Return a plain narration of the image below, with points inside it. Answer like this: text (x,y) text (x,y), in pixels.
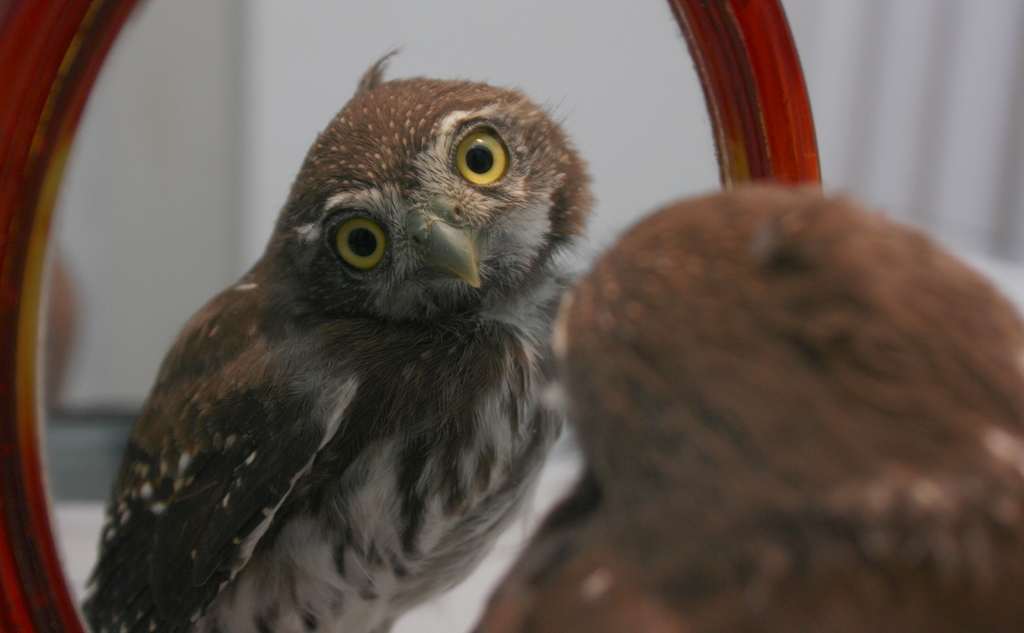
In the image we can see a bird (655,465) and the mirror (195,422). In the mirror (157,396) we can see the reflection (247,314) of the bird (383,283).
